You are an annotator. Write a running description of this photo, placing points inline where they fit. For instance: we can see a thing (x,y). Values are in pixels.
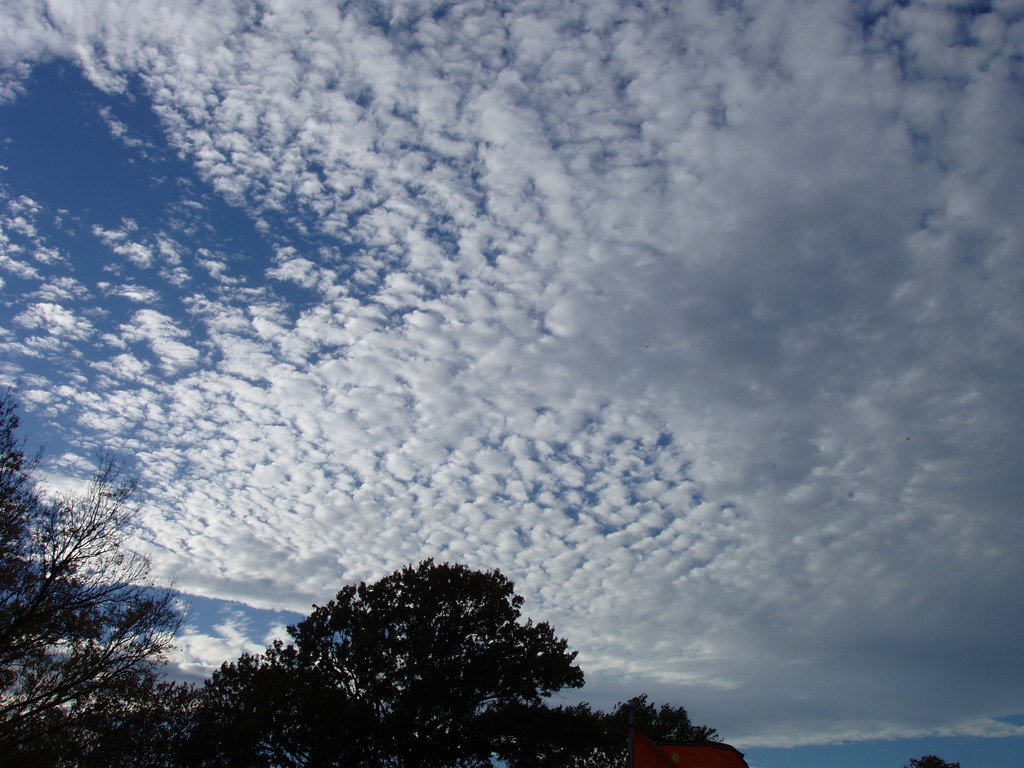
In this image we can see a group of trees (426,671) and the sky (503,465) which looks cloudy. On the bottom of the image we can see an object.
